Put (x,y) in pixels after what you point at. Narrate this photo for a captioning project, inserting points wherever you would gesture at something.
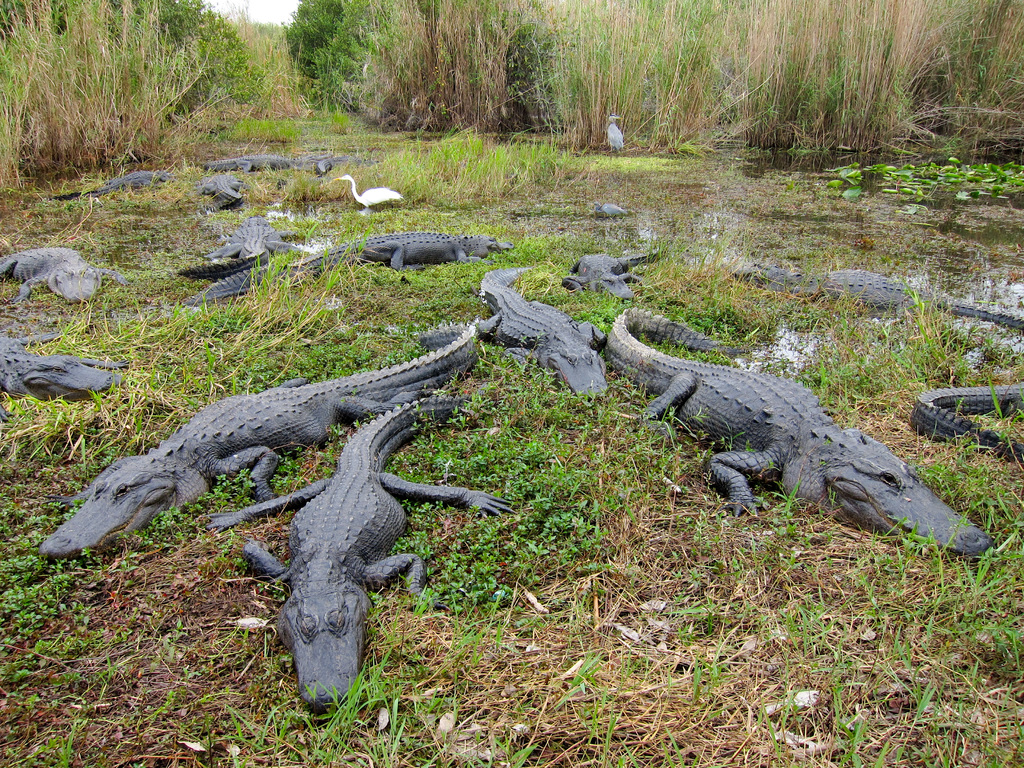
In this image we can see some alligators (352,583), birds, there are plants (319,330), trees (241,45), and also we can see the water (719,227) and the sky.
